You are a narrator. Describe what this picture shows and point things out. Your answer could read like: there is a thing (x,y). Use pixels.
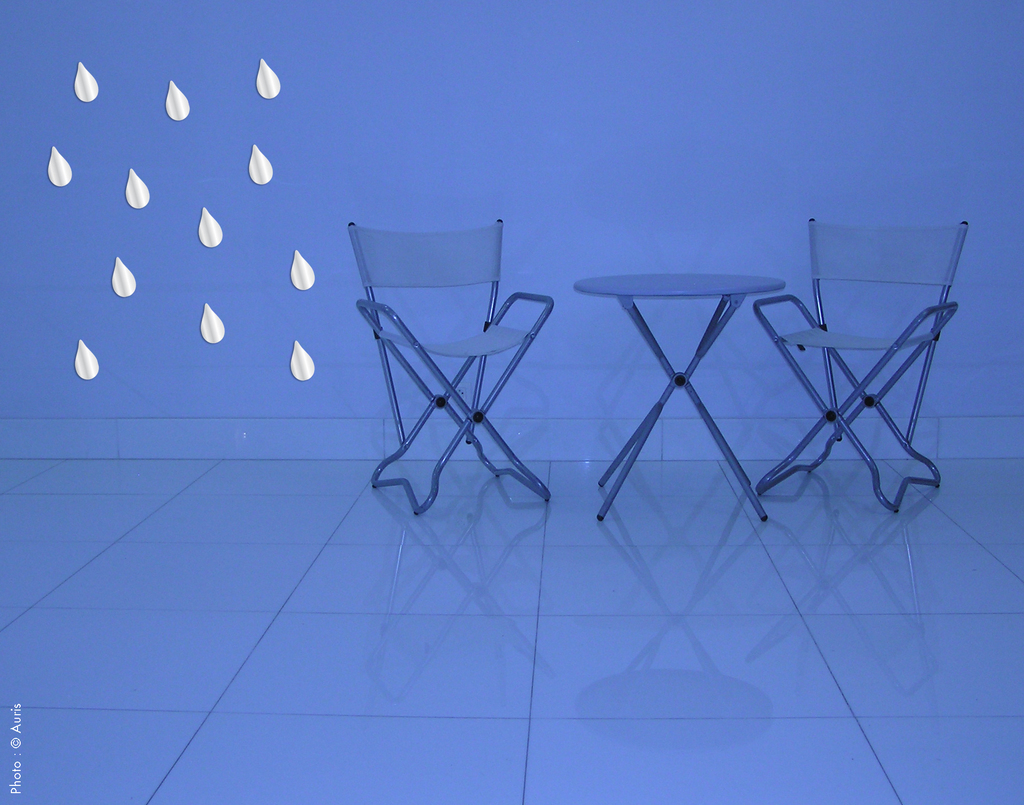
In this image there are two chairs (424,383) and table (635,440) on the floor (429,549).
